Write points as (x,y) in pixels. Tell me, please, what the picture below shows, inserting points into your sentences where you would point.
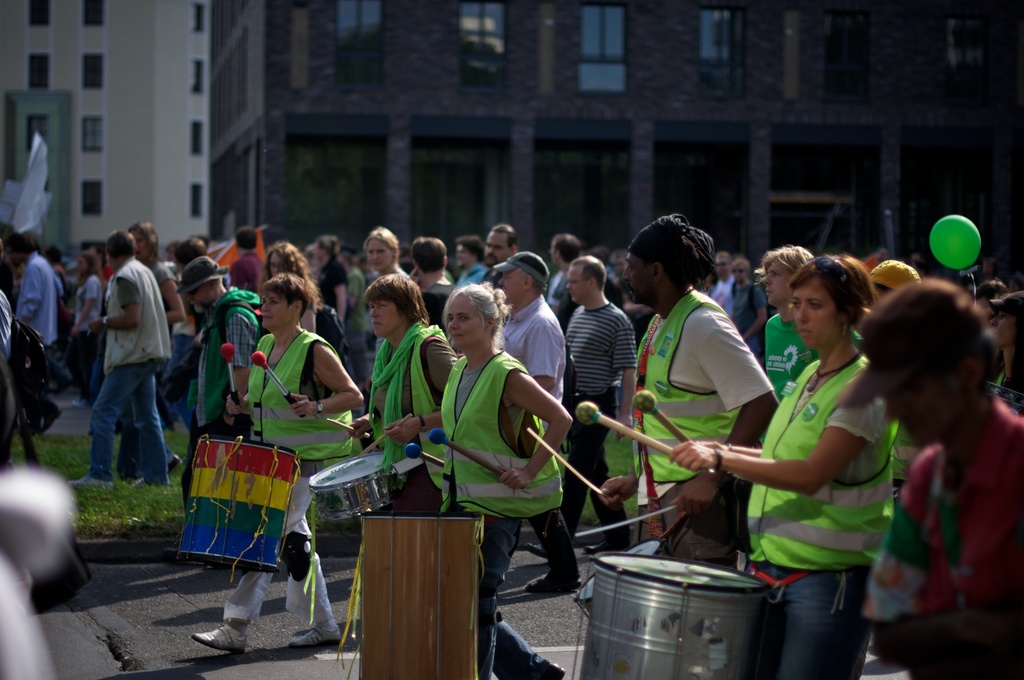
In this image I can see number of people (834,504) are standing and also few of them are holding musical instruments (311,487). In the background (918,248) I can see a balloon (971,246), few buildings (303,139) and a flag (46,194).
